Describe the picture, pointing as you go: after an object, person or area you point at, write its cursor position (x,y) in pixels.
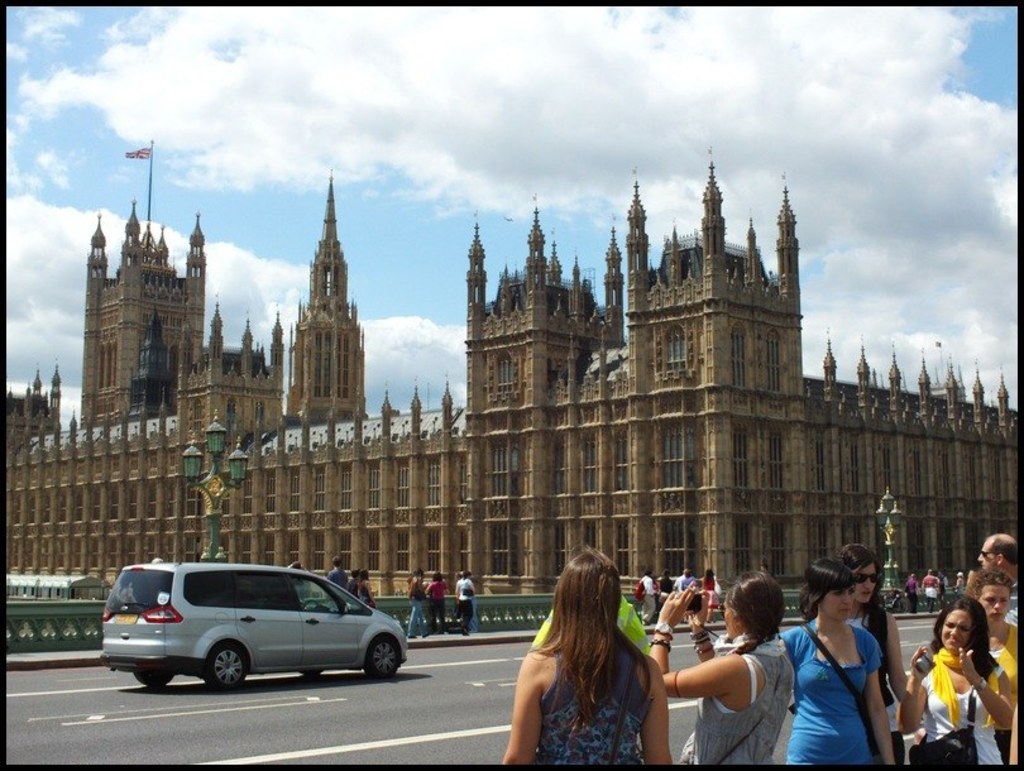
In this image there are a group of people (627,645) some of them are walking and some of them are standing and holding mobiles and clicking pictures and there is walkway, vehicle (240,661). And in the background (236,447) there is a palace (657,443), poles (219,472), lights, and on the palace (716,214), there is one pole (153,179) and flag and at the top (582,195) there is sky (127,175).
